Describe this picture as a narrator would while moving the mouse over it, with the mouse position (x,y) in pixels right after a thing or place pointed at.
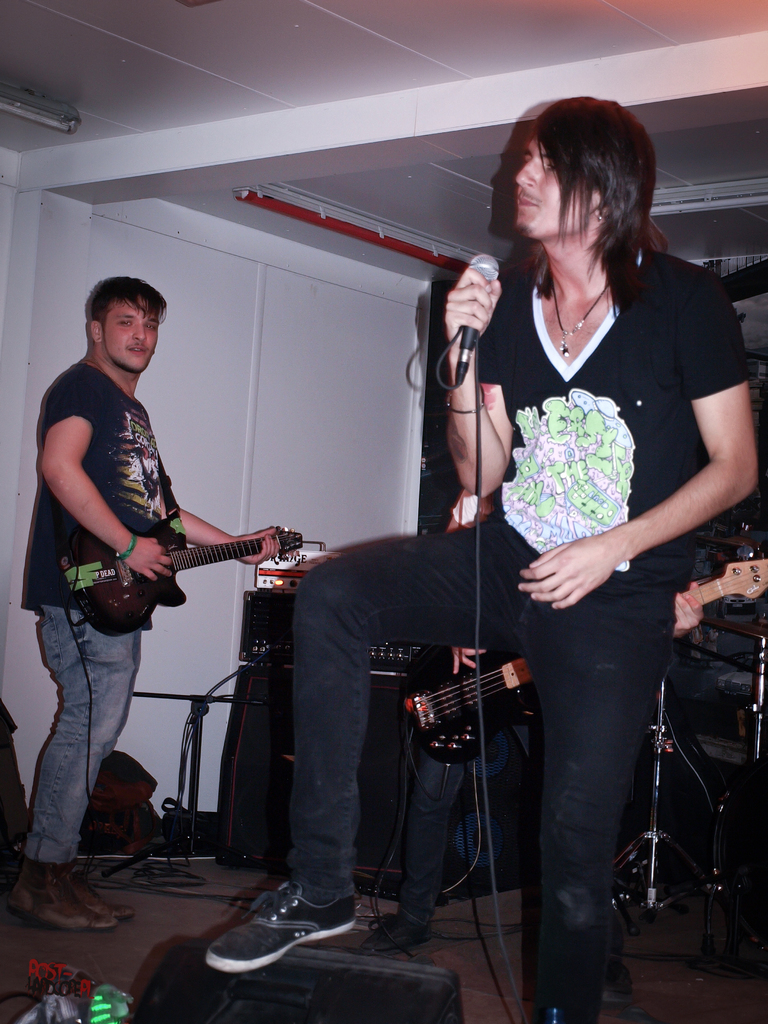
In the picture there are three persons (495,527) total, the first person (543,516) is singing the song, the second person (96,756) and third person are playing the guitar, in the background (274,587) there is a music system (243,633) beside that there is a white color wall (297,357).
